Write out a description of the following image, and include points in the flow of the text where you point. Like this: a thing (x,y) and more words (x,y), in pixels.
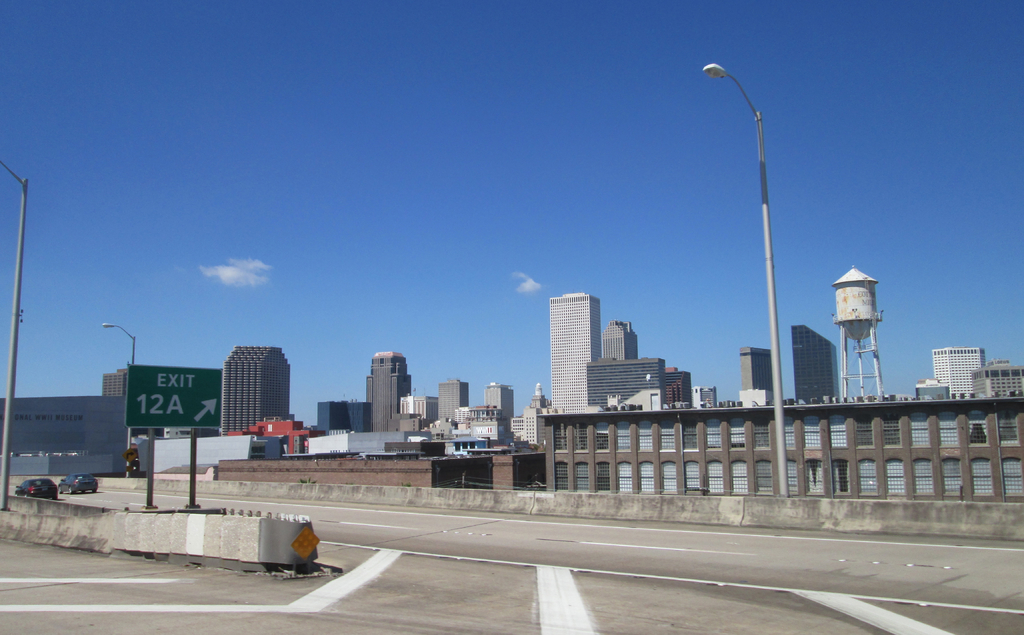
In this picture there are buildings (528,436) and street lights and there is a board (162,411) on the pole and there is text (162,411) on the board (155,422) and there are vehicles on the road (547,522). At the top (541,134) there is sky (541,134) and there are clouds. At the bottom (553,575) there is a road (509,595).
